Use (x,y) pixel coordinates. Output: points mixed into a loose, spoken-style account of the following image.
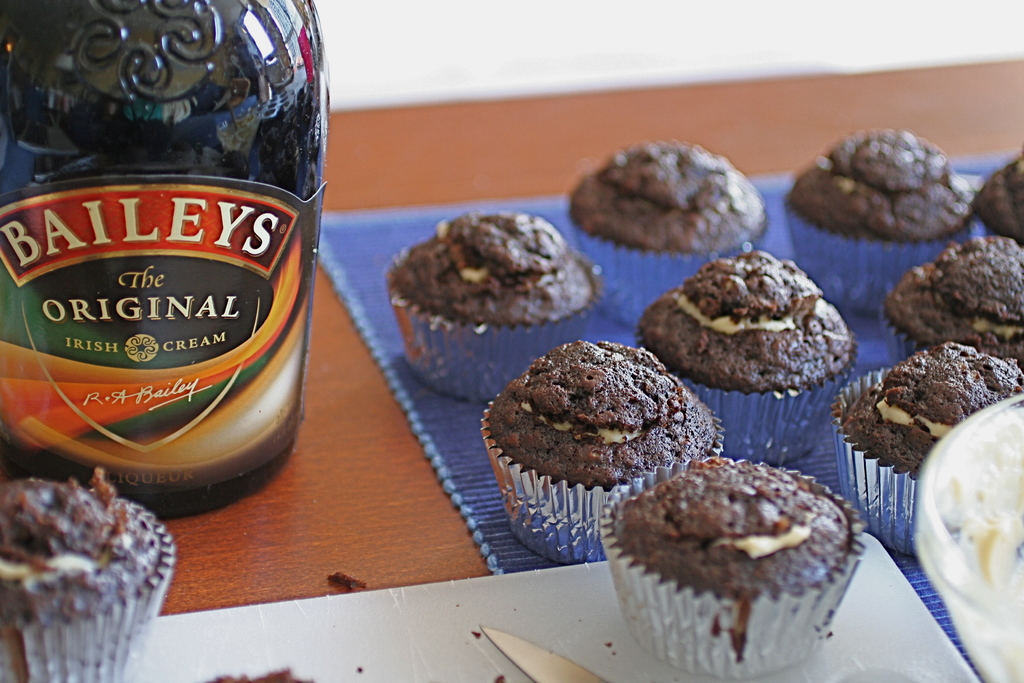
In this image I can see cupcakes (843,449), wine bottle (287,238), knife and bowl (943,499) on a table (1005,94).
